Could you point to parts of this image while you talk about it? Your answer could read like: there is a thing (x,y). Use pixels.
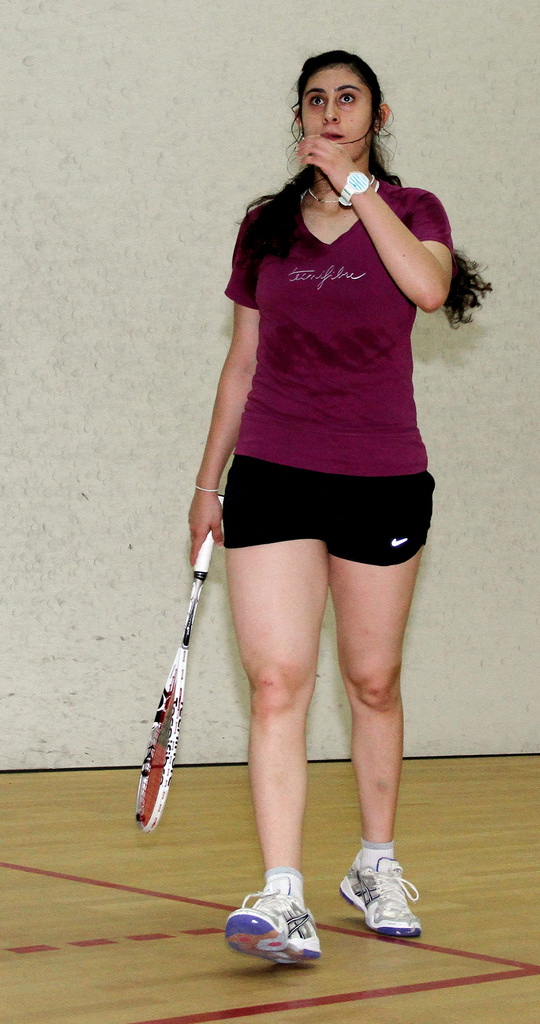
In this image i can see a woman (326,441) standing and wearing a watch (355,180) and holding a bat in her hand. In the background (164,466) i can see the wall (142,217), i can see the woman (243,923) is wearing shoes (274,921).
